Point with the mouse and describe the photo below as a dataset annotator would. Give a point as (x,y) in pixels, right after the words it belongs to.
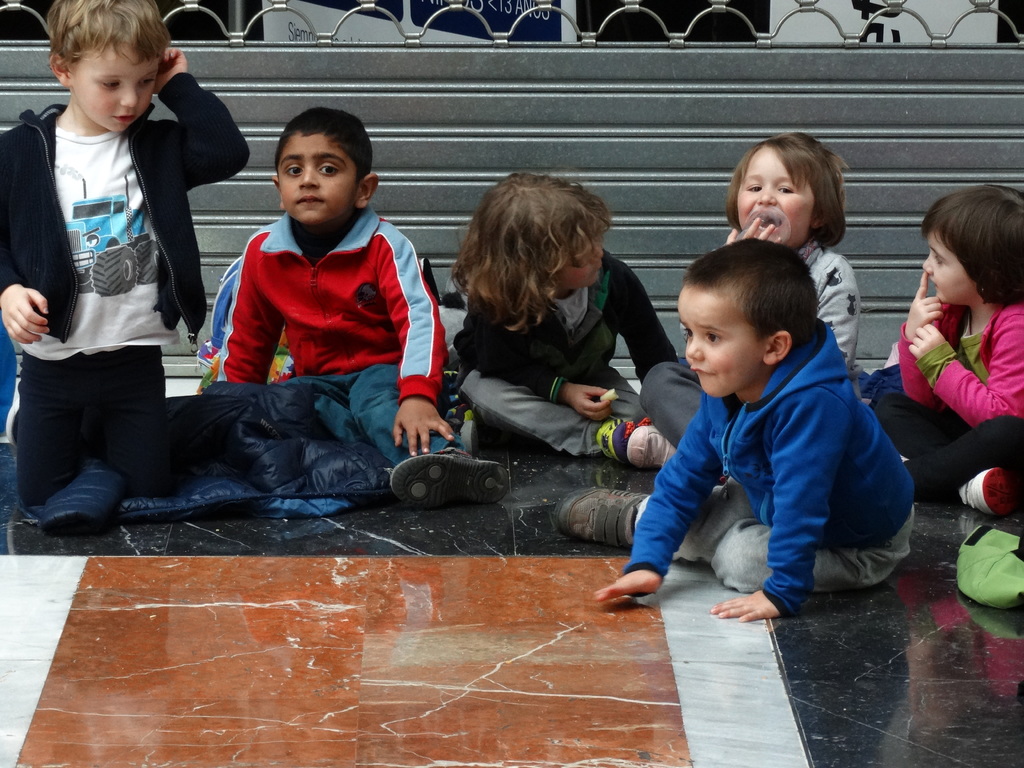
In the image we can see there are six children (339,393) sitting, they are wearing clothes (680,532) and shoes (607,519). Here we can see the marble floor (495,700) and a fence (505,51).
